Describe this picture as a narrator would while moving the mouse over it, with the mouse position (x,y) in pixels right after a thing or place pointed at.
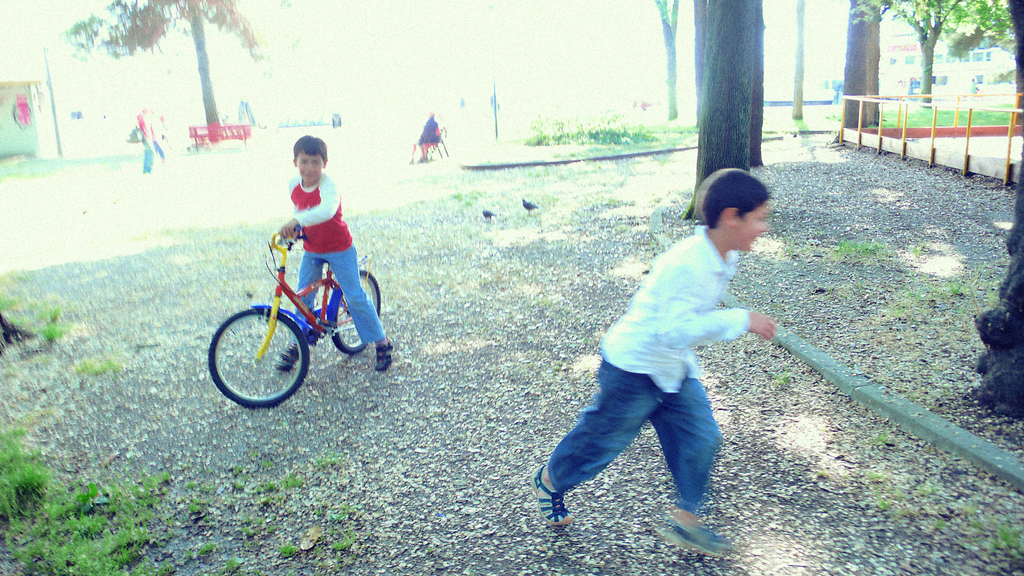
In this image there are two persons (699,533), one child (313,220) is riding a bicycle (263,397), he is wearing a red t shirt (325,226), blue jeans (348,279) and black sandals (379,360). The person (675,385) towards the right (684,342) he is wearing white shirt (684,323), blue jeans (600,451) and blue shoes (695,536). In the background (152,109) there are some people (147,138), trees (926,82) and grass (956,120).
